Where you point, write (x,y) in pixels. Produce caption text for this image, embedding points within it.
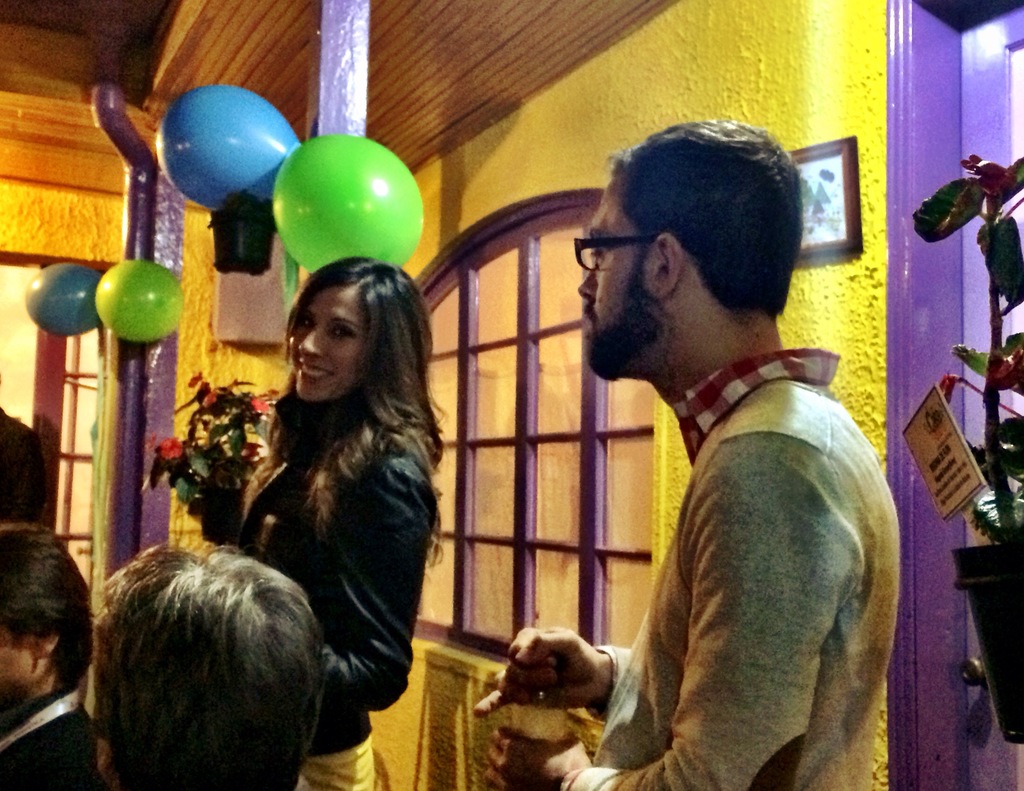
In the picture we can see a man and a woman (350,471) standing inside the house (452,703), woman (346,775) is in black dress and smiling and man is holding some bottle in the hand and beside the woman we can see some part of the plant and some balloons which are tied to the poles (156,404) and behind her we can see a window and beside it we can see a part of the photo frame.
